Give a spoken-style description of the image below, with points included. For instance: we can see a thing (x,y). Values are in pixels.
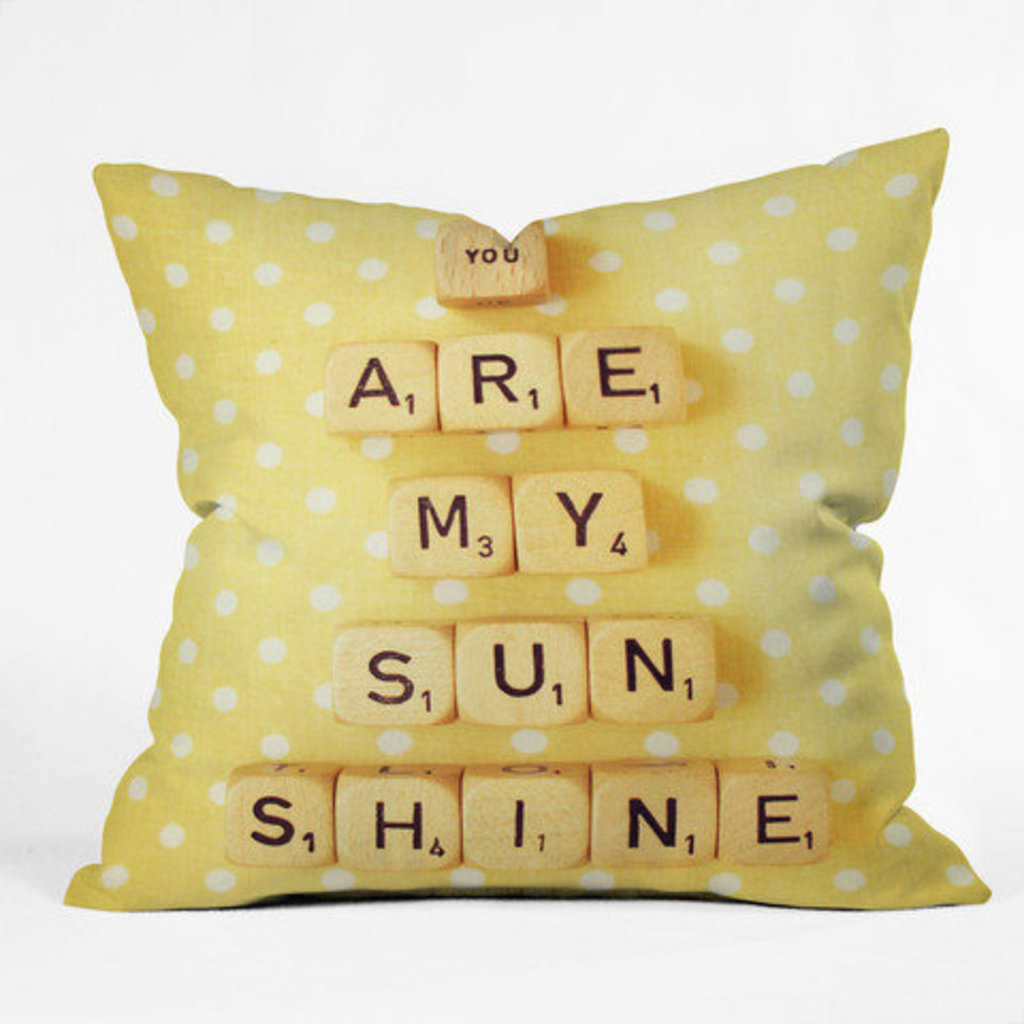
In this image there is a cushion (658,643) having some text (485,382) on it. Background (953,750) is in white color.
